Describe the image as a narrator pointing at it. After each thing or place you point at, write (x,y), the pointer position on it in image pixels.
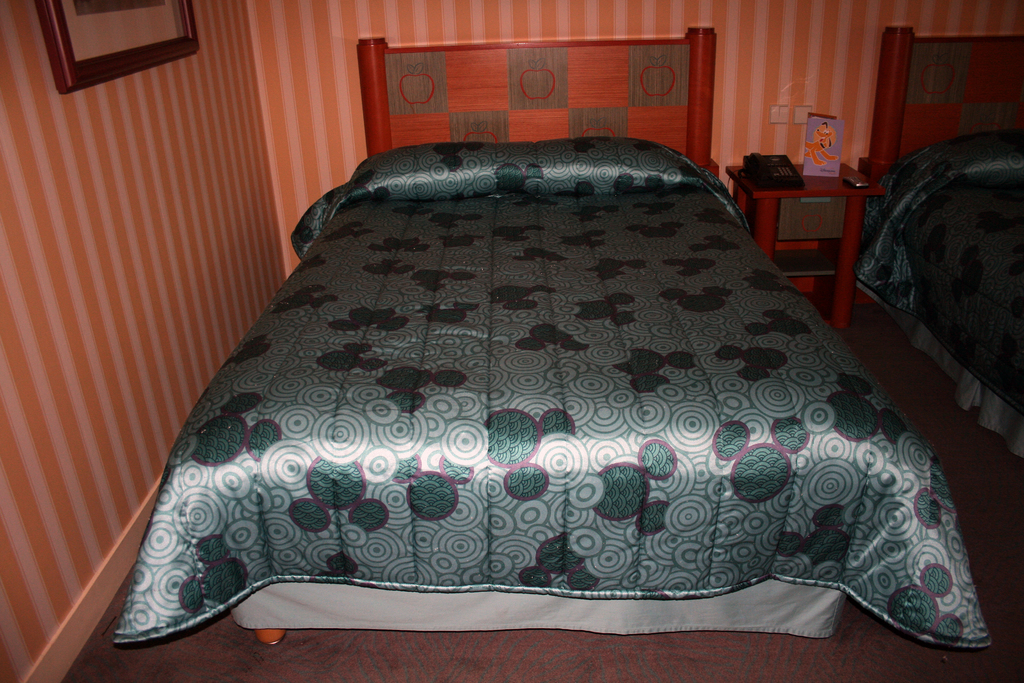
In this image I can see beds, pillows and blanket (708,363). I can see a telephone (776,182) and few objects (816,139) on the cupboard (816,222). The frame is attached to the wall (209,131).
